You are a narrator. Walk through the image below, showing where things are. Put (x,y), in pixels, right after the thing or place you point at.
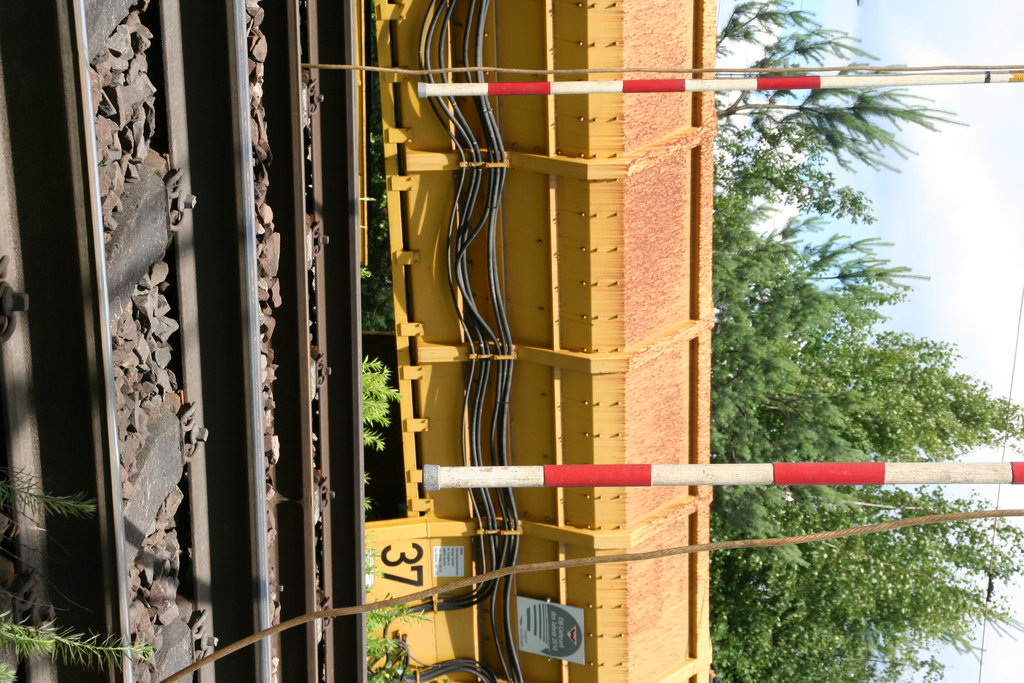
This picture is in right side direction. At the bottom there are railway tracks (63,294) and there are stones (157,527) and plants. At the back (601,515) there is a rail wagon (601,515) and there wires (491,679) and poles (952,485) and there are trees (831,678). At the top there is sky (898,185) and there are clouds (944,207).
